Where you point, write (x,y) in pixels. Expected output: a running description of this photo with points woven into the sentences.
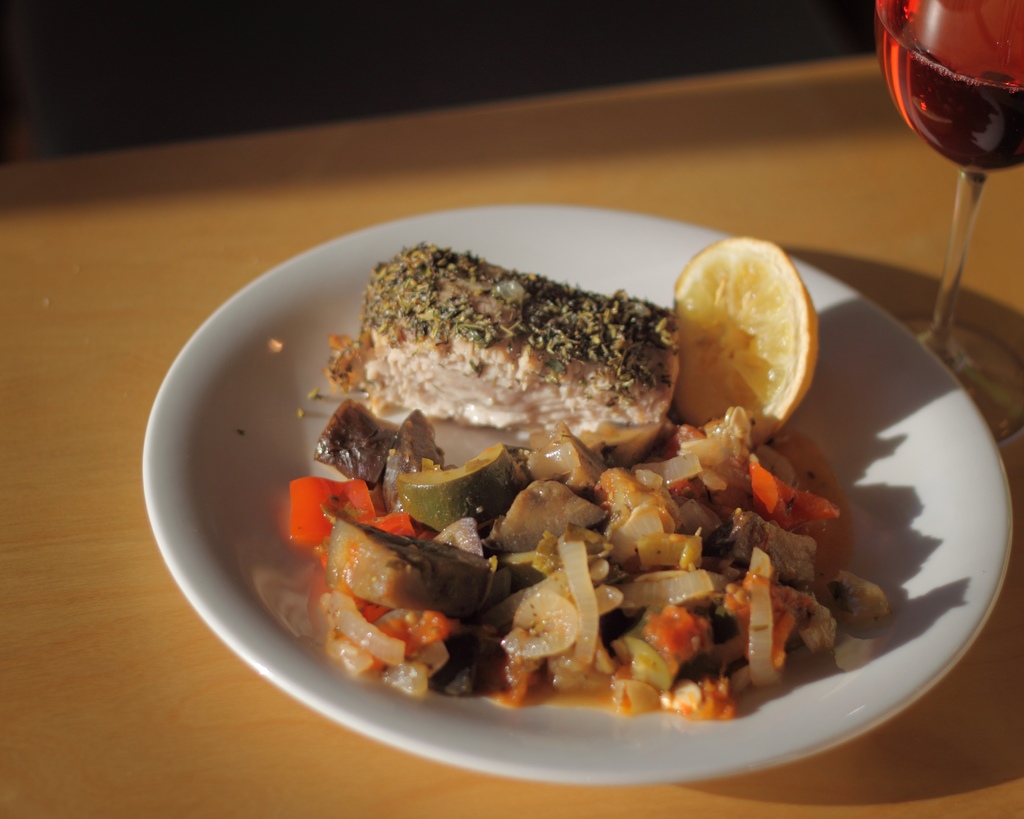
This picture shows some food (777,491) in the plate (866,359) and we see a wine glass (909,10) on the table (771,219).
